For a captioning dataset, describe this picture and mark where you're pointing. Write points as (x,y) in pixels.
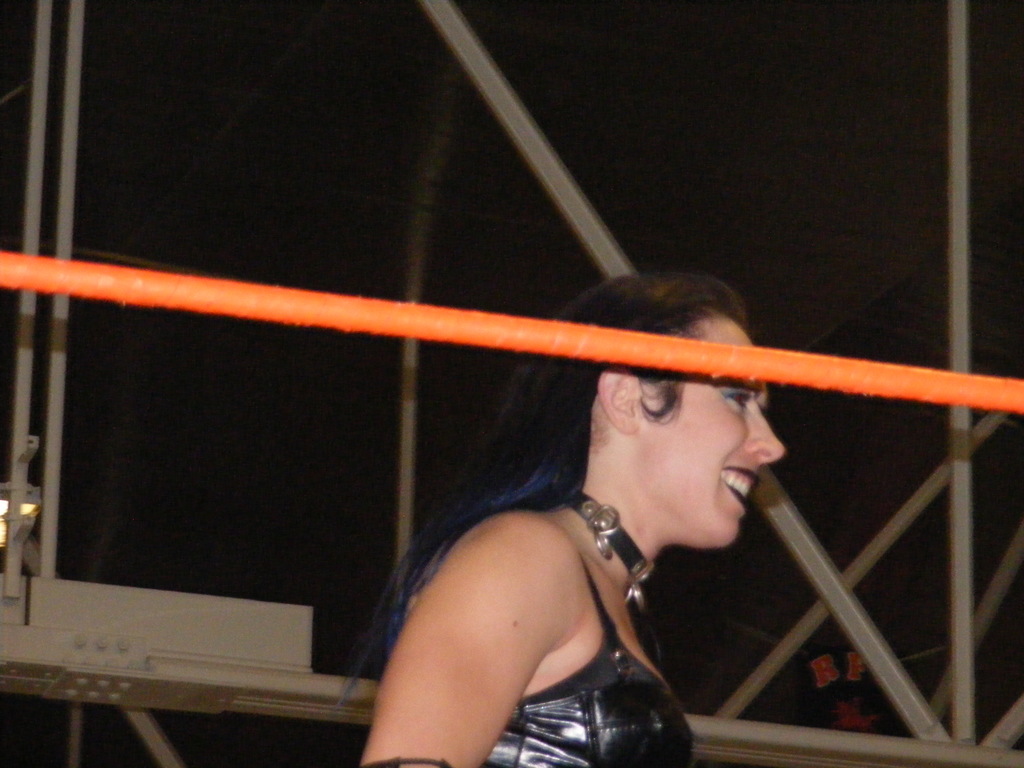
In this picture we can see a woman (730,522) smiling, rods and in the background (665,270) it is dark.
